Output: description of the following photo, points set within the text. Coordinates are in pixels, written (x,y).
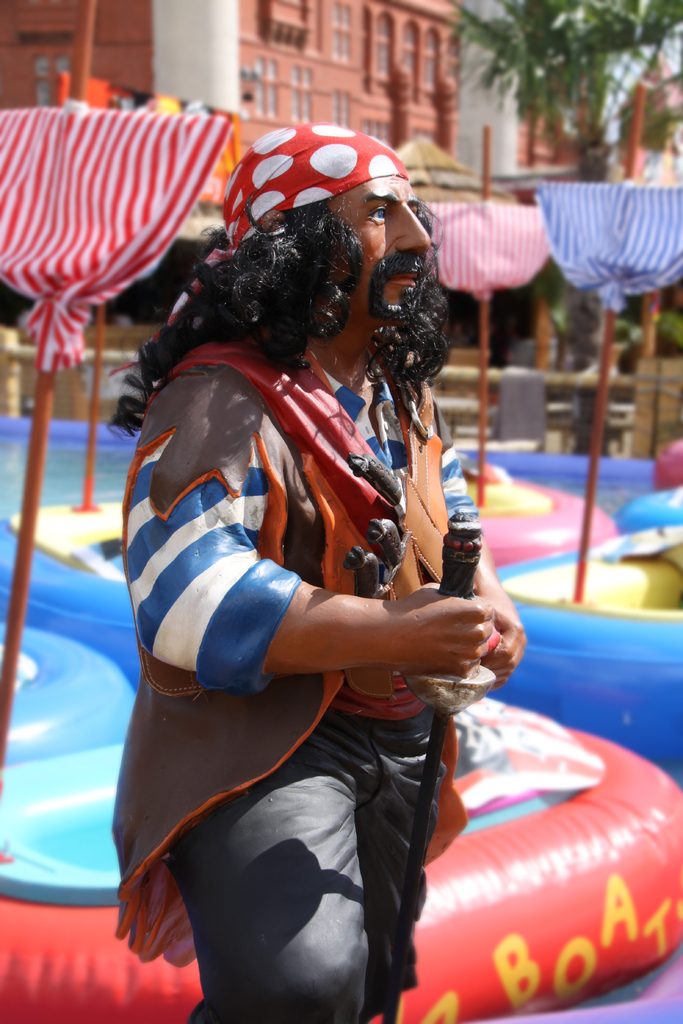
In this picture we can observe a statue (348,393) of a man (344,625) wearing a red color cloth (319,171) on his head (300,352) and holding a stick (425,766) in his hand (400,646). In the background (16,915) we can observe some swimming pool toys (515,882) with some air filled in them. In the background (337,108) there are buildings (295,65) which were in brown color. On the right side (548,51) there is a tree (546,49).
